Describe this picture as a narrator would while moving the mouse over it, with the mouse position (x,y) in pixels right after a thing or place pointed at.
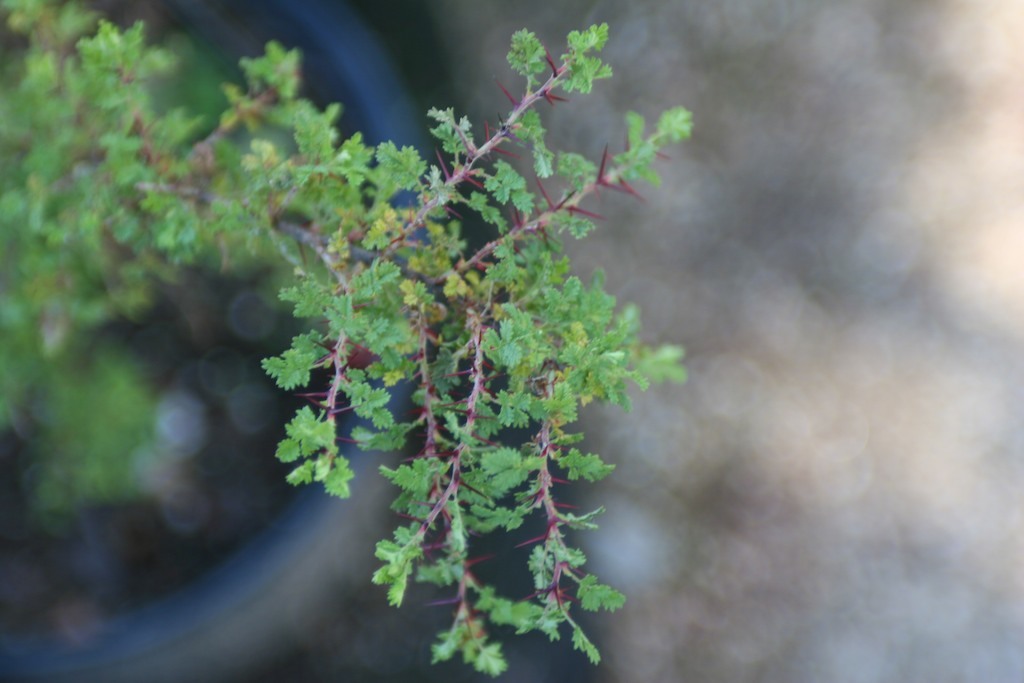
In this picture we can see leaves (507,357) and branches (478,343) of a plant (363,276), there is a blurry background (790,493).
